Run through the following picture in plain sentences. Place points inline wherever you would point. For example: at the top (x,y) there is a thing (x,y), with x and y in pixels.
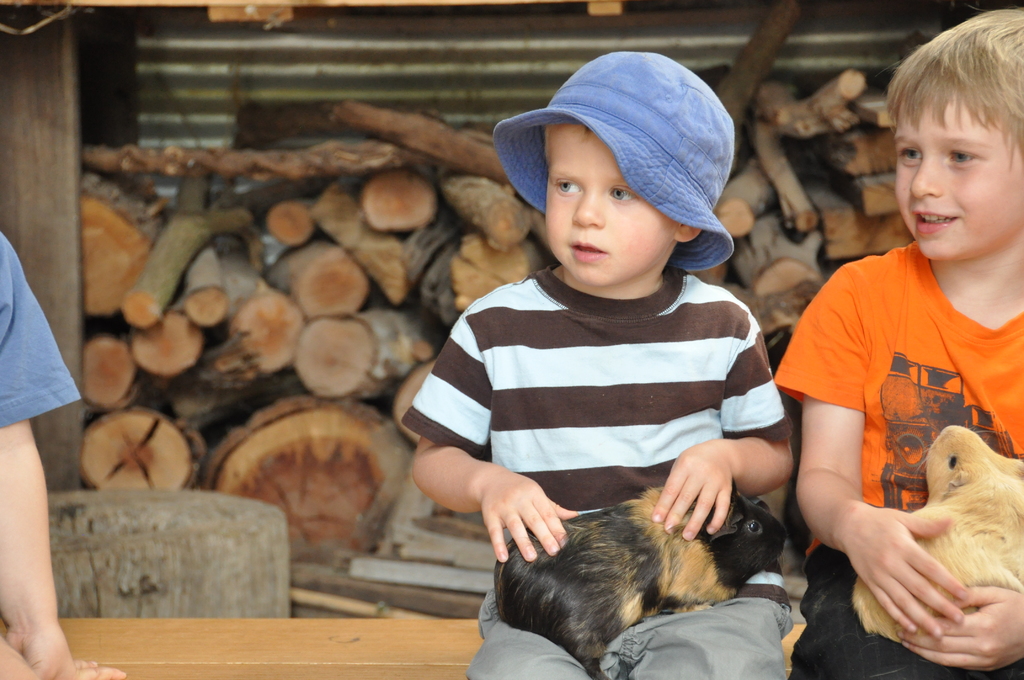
In this image there is a table (463,663) where two boys (900,466) are sitting on the table (172,642) holding guinea pigs (979,497) on the lap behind them there are so many chopped wooden pieces (75,503) under the shed (247,58).
